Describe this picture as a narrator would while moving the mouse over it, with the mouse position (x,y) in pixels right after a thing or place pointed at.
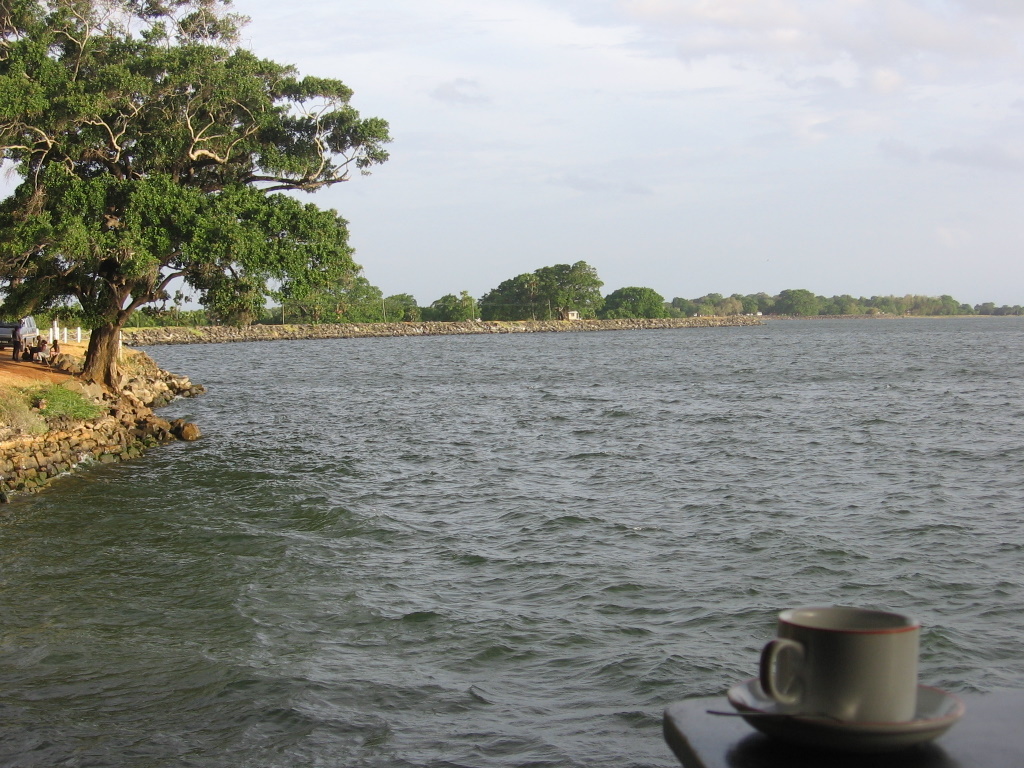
In this picture I can see the lake (685,477). On the left (180,270) I can see the trees (8,274), plants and grass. In the bottom right corner (824,645) I can see the cup (845,686), saucer (809,720) and spoon (797,714) which are kept on the table (914,757). At the top (601,65) I can see the sky (548,106) and clouds (548,106).
